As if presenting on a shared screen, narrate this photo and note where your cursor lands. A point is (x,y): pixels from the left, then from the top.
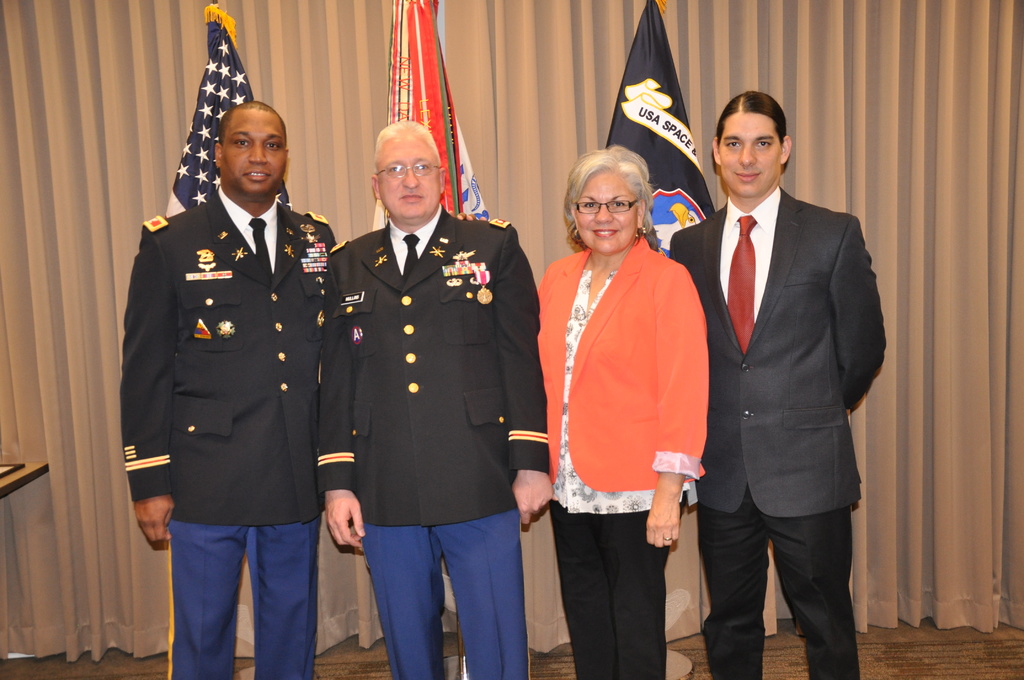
This picture might be taken inside a room (796,300). In this image, in the middle (594,286), we can see four people (604,348) are standing on the floor (997,654). In the background (214,131), we can see few flags (208,128) and curtains (808,99). On the left side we can see one edge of a table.
